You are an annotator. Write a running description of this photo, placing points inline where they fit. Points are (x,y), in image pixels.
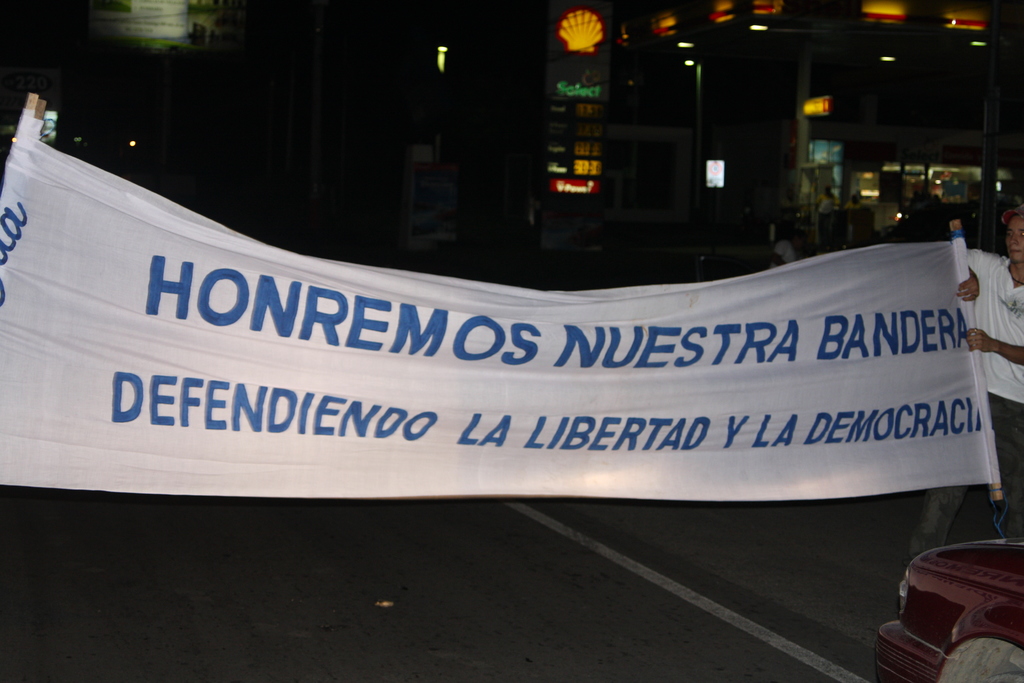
This is an image clicked in the dark. On the right side (1007,333) a man (993,377) standing and holding a banner (331,339) in the hands (976,346). On the banner (464,312), I can see some text (702,332). In the background (898,133) there are some buildings (621,131) in the dark.
